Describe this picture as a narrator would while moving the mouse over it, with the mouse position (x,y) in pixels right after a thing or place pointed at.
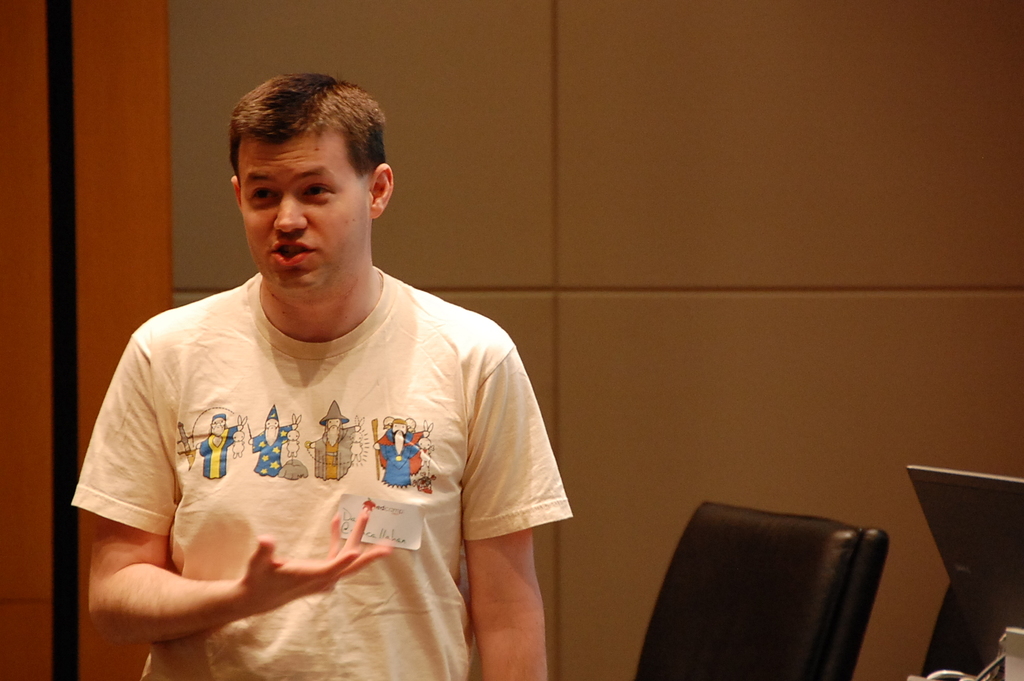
In the image we can see a man (386,448) standing, wearing clothes (254,440). This is a wall (715,271) and objects (1002,622). There is a piece of paper (388,535) sticking to the T-shirt (254,523).
